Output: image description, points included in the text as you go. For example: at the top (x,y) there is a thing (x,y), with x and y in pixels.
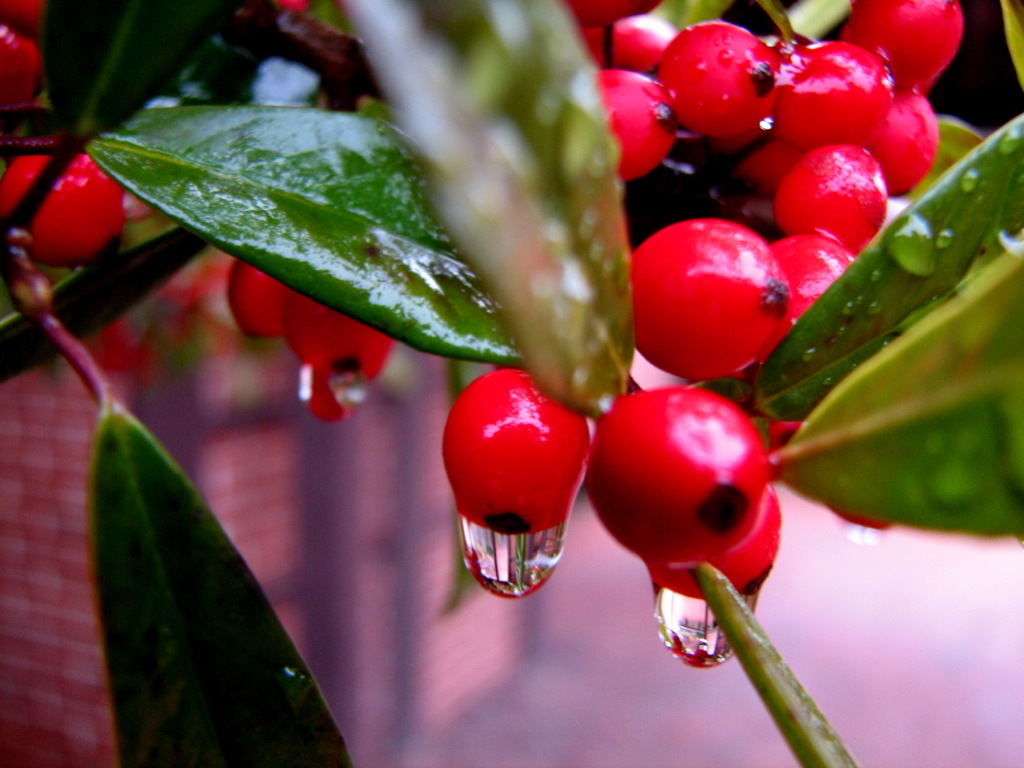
In the picture we can see a plant (945,318) with a leaf (1023,223) and some red color fruits (256,272) from it, we can see water drops (496,574) and under the plant (588,445) we can see a wall (361,560) which is not clearly visible.
